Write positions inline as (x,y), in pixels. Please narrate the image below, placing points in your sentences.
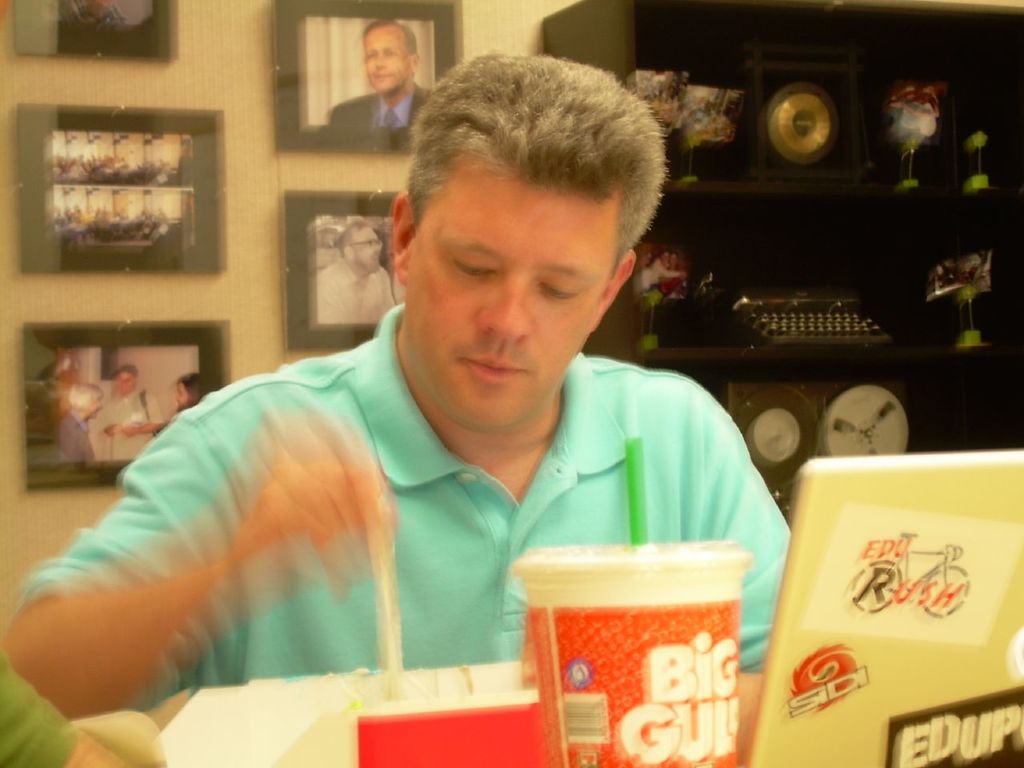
In this image, I can see a person (361,553) sitting and holding an object (396,612). In front of the person (498,449), I can see a laptop (864,621), box (431,711) and a cup (646,666) with a straw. In the background (190,367), there are photo frames (220,187) attached to the wall (224,83) and I can see few objects (715,115) in the racks (810,207).
